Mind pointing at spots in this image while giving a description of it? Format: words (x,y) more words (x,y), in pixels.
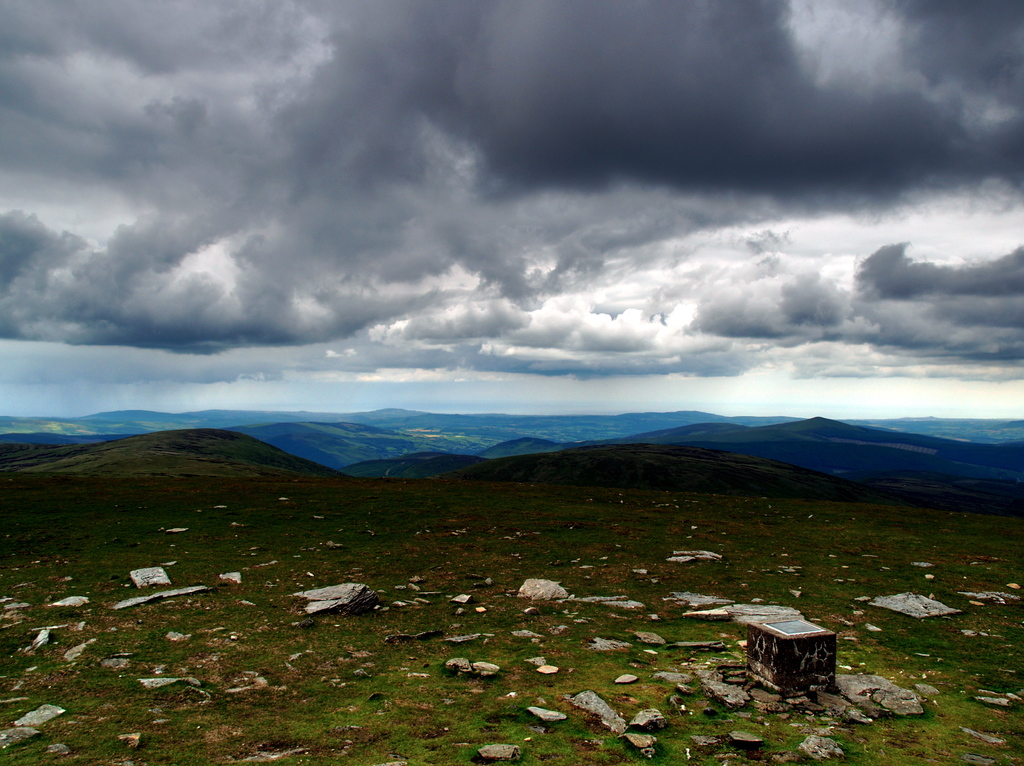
In this picture we can see a few stones (155,678) on the grass (390,518). We can see an object (760,655) on the right side (769,645). It looks like a few mountains (149,455) are visible in the background (811,431). Sky (413,305) is cloudy.
